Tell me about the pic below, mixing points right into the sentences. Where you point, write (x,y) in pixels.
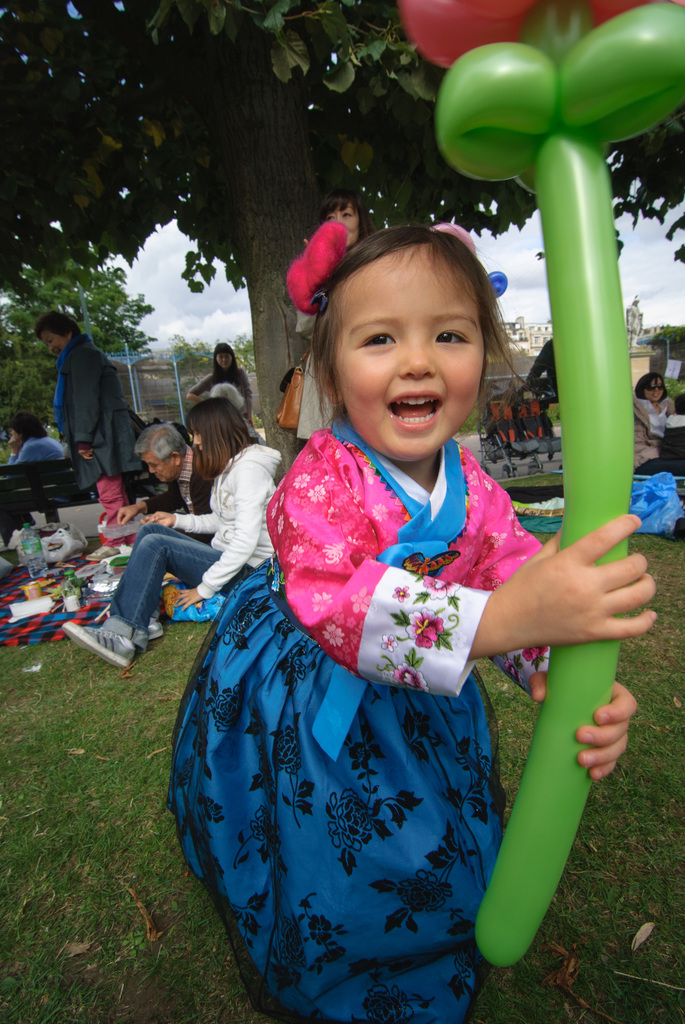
In this image I can see the group of people (352,538) with different color dresses (380,563). I can see these people (442,538) are under the tree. I can see one person (386,489) is holding the balloon (519,170). To the left (1,573) I can see the bottle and some objects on the cloth (38,642) and the cloth (35,643) is on the grass (129,749). In the background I can see many trees (12,347), building (522,330), statue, clouds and the sky (535,320).
